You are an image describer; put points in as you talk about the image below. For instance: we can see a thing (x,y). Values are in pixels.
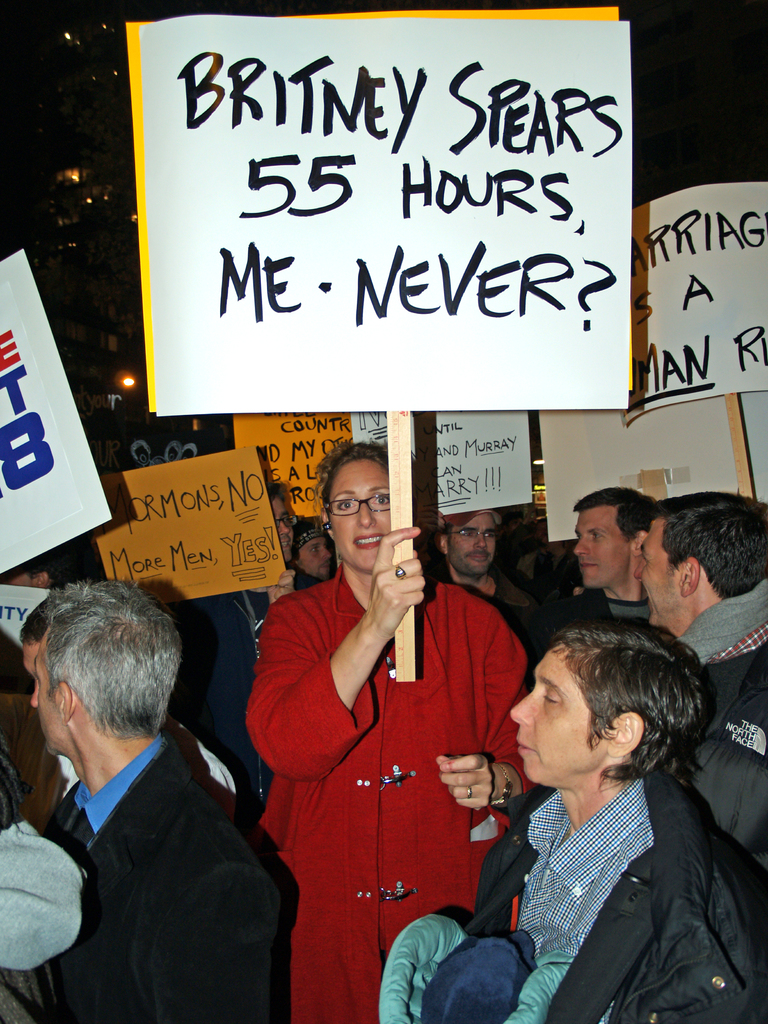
This picture seems to be clicked outside. In the foreground (297,737) we can see the group of persons (400,699) holding some objects (398,510) and we can see the text (503,272) and numbers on the boards (264,464). In the background (123,115) we can see the lights (88,203), buildings (113,175) and some other objects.
